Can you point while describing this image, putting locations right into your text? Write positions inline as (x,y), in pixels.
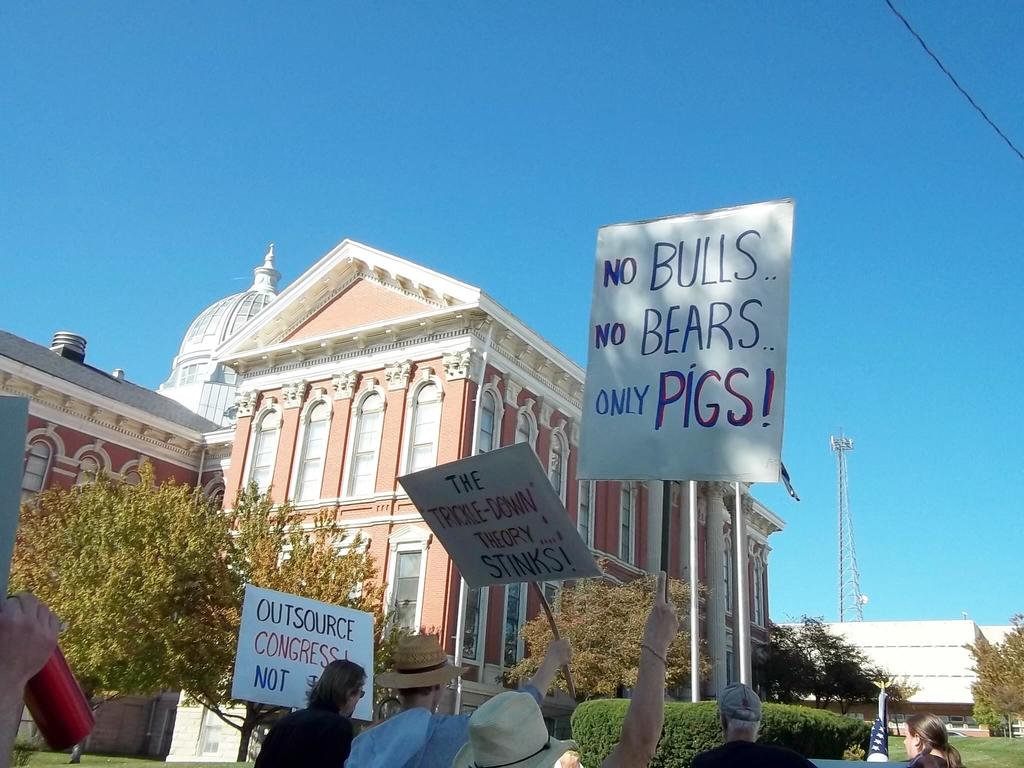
In this picture I can see there are few buildings (380,440) and there are trees (559,607) and plants (578,726). There are few people (541,749) standing and they are holding boards (731,332) and there is a tower (834,451) in the backdrop (839,617) and the sky (353,113) is clear.
